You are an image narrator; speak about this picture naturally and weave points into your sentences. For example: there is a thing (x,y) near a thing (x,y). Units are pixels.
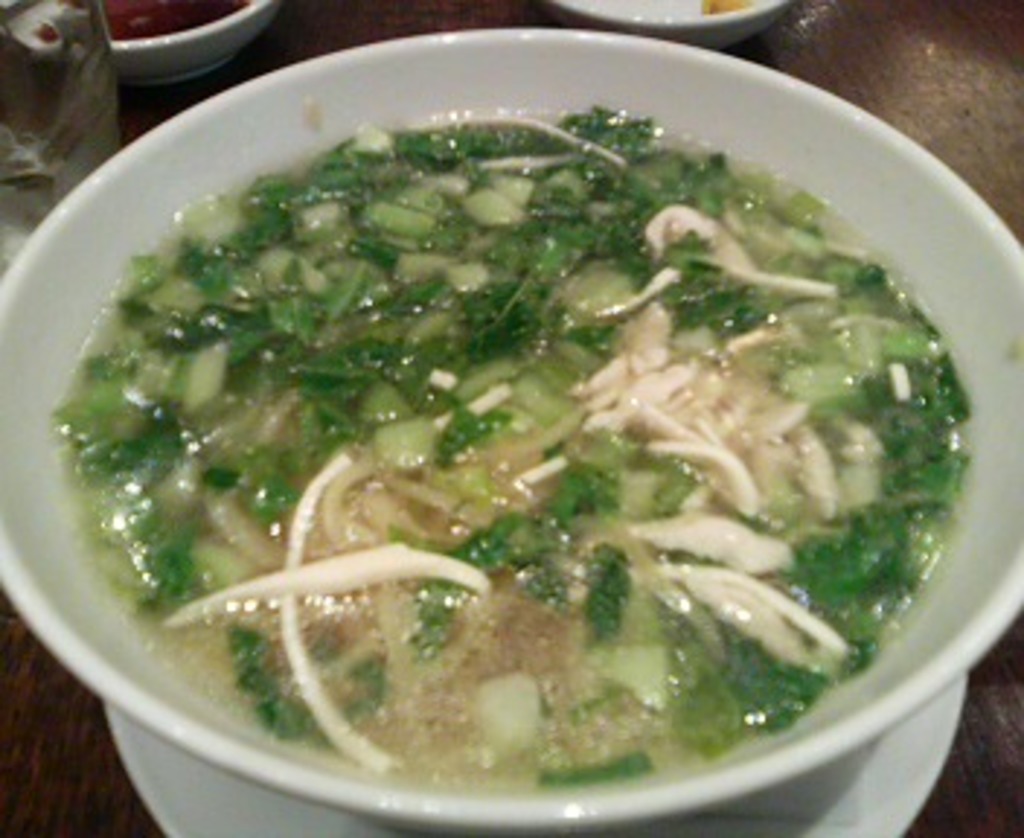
In this picture, it looks like a wooden table (131,807). On the table (38,763), there are bowls (680,16), a plate (156,780) and a glass object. In the plate (188,780), there is a bowl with food (300,546).
